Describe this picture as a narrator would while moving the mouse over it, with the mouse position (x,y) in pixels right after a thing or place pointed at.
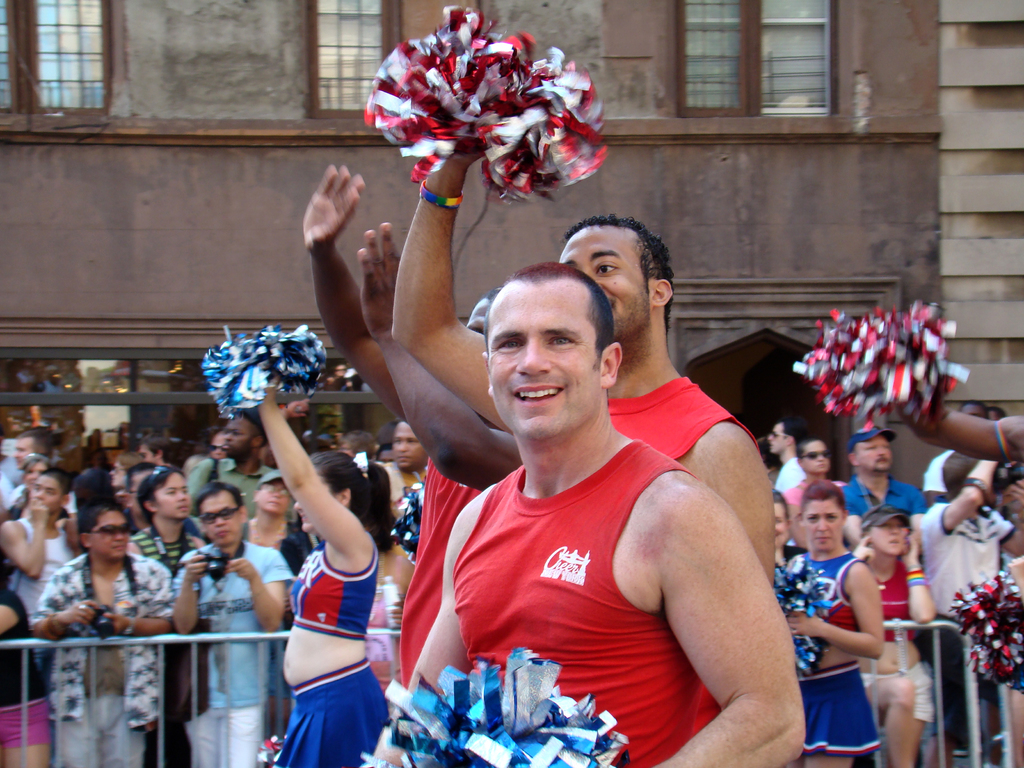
In this picture I can see there are few men (585,598) standing and they are holding red and blue papers (548,761) in their hands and in the backdrop (346,638) there are few women (346,638), they are also holding blue and red color papers (238,376) and in the backdrop (206,590) there is a fence (197,695) and there are few people (139,529) standing and they are wearing goggles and hand bags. There is a building (205,181) in the backdrop (205,181) and there are windows (76,58).
